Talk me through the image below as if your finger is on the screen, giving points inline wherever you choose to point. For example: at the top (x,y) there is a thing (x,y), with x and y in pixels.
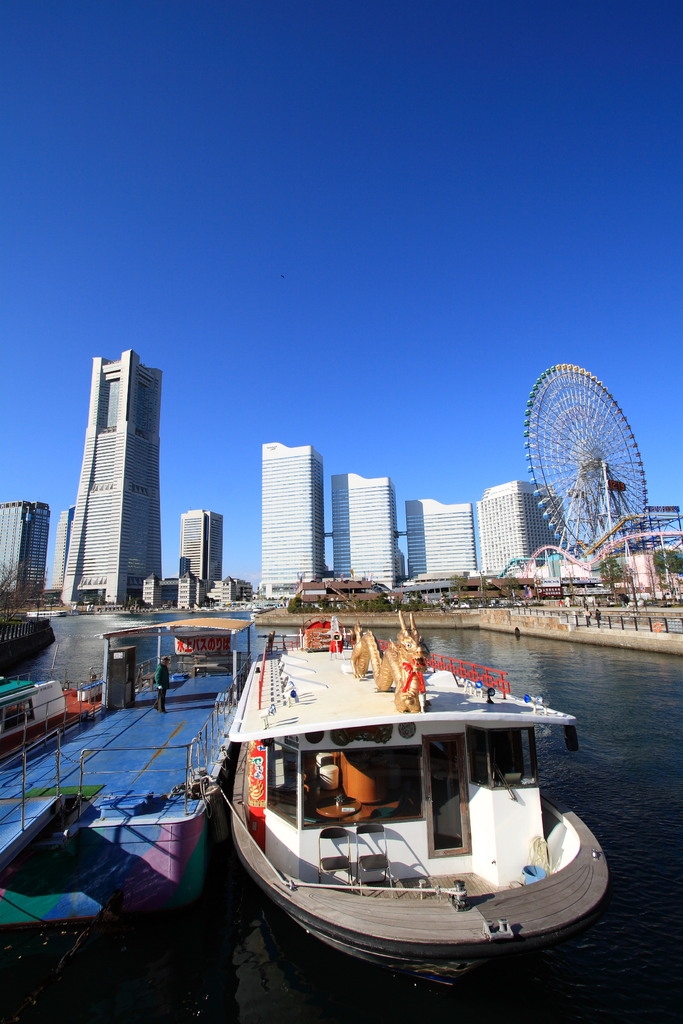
In this image I can see a boat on the water (630,936). Background (549,521) I can see the person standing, a giant wheel (558,517), few buildings (415,521) in white color, trees (677,562) in green color and sky (450,310) in blue color.
